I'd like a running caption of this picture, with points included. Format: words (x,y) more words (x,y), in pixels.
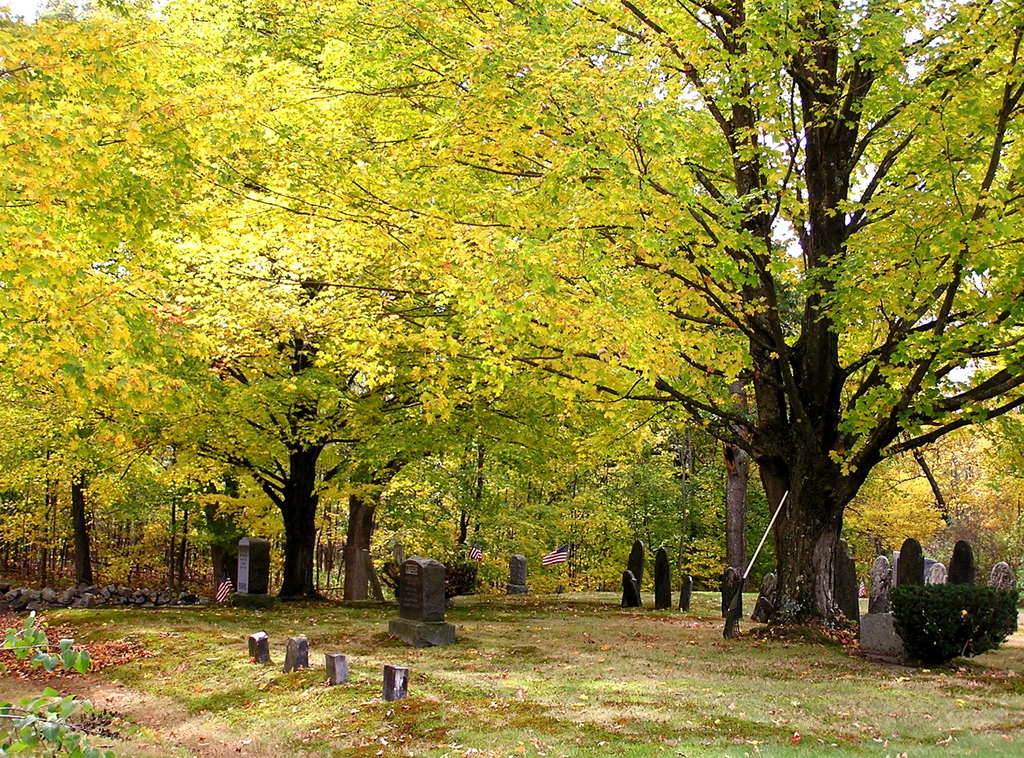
In this image we can see graves (909,570), flags (562,549), plants (934,627), grassy land (655,664) and trees (622,224). Behind the trees (741,100), we can see the sky (786,101).
